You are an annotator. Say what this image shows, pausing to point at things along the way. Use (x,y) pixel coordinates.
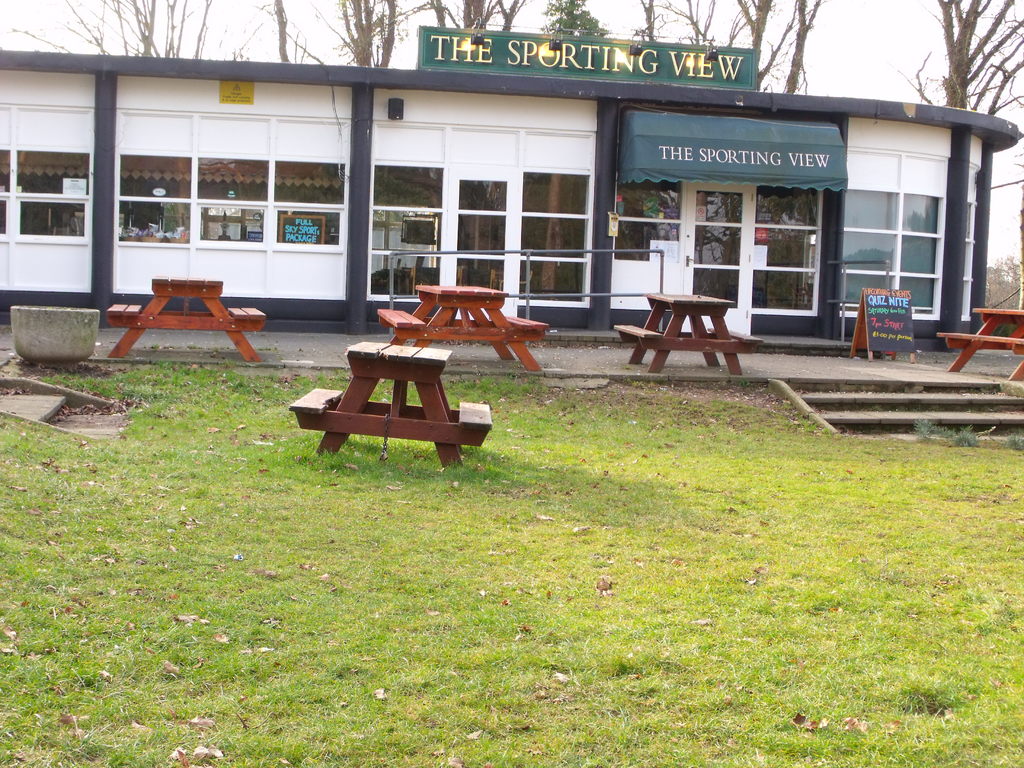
At the bottom of this image (482,688), there is grass (208,610) on the ground (271,597). In the background (871,239), there are tables (423,296) along with benches (110,314) arranged, there is a building (340,111), which is having a hoarding (443,39), windows (65,158), a board (900,320), there are trees (956,80) and there are clouds (941,42) in the sky (790,51).
